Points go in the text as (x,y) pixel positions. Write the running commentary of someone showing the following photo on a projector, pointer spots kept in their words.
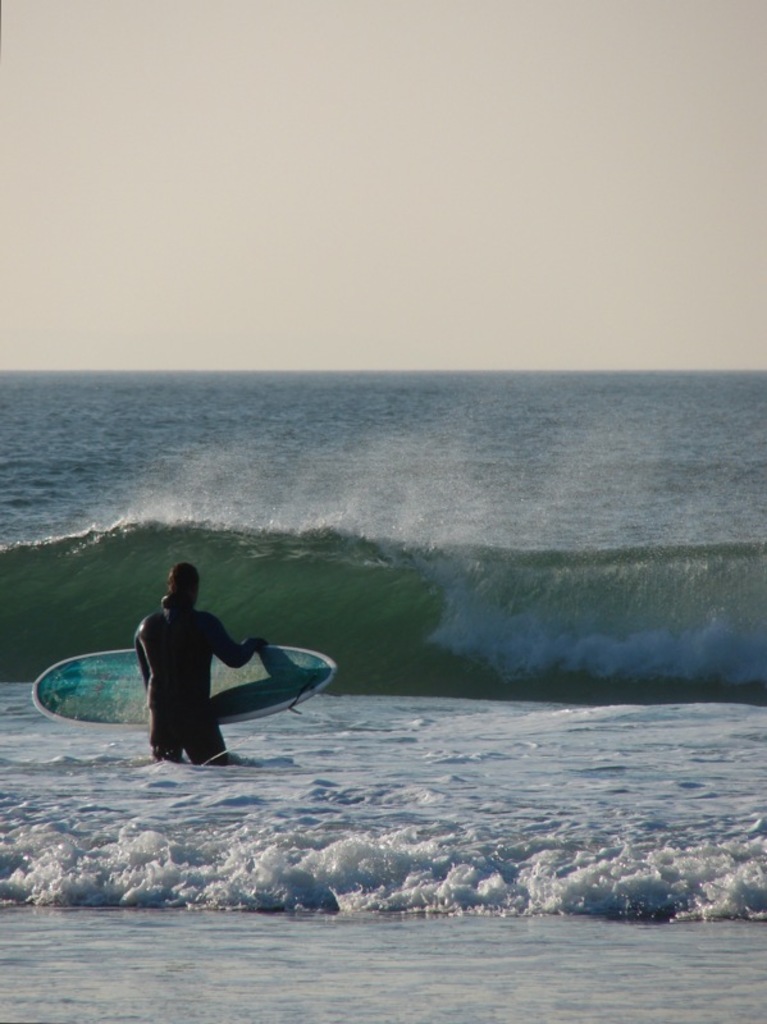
In this image i can see a man (250,653) holding a surfboard (300,678) in his hand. In the background (334,516) i can see water (409,423) and sky (357,187).
